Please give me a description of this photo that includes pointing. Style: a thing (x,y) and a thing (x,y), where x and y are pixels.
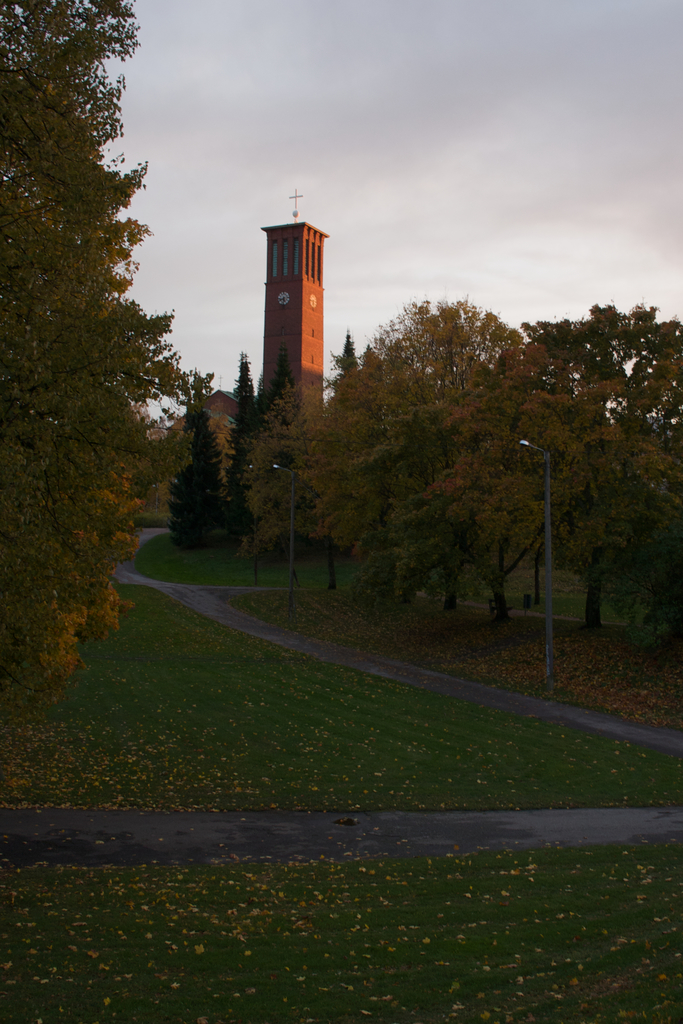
In the background (476,160) we can see the sky (519,149) and a tower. We can see the clocks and a cross symbol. In this picture we can see the trees (446,486), grass (329,739), light poles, pathway (399,830) and few objects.
